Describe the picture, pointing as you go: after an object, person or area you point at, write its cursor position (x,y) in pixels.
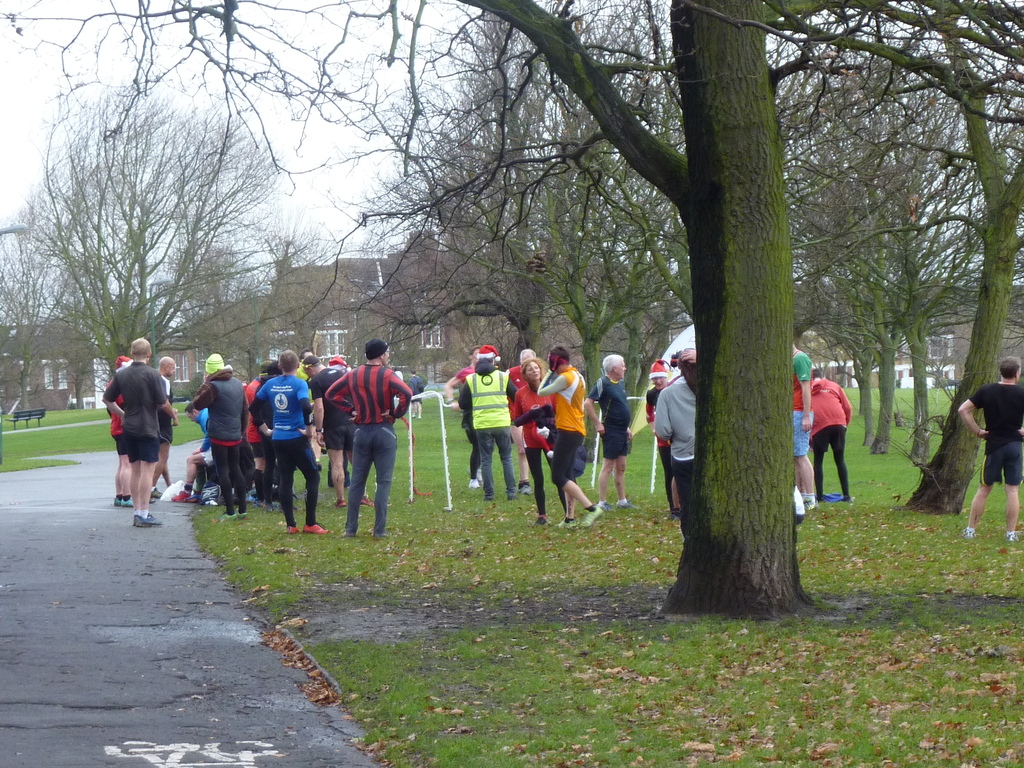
In this image we can see some group of persons (566,416) wearing sweaters (528,440) holding some objects (545,440) in their hands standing and at the background of the image (143,314) there are some trees (396,324), houses (55,383) and cloudy sky (279,157).
